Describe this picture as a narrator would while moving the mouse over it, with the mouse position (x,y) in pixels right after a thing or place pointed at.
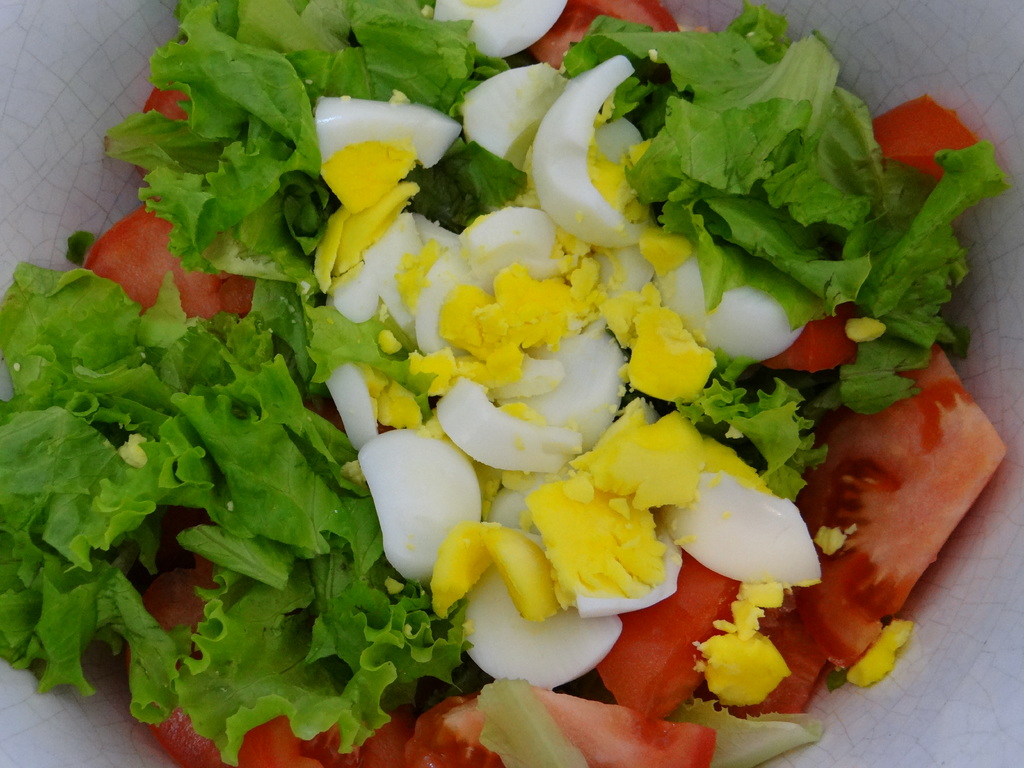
In this image there are crushed egg (408,512), pieces of tomato (417,760) and vegetable leaves (314,568) visible in the bowl (9,105).
